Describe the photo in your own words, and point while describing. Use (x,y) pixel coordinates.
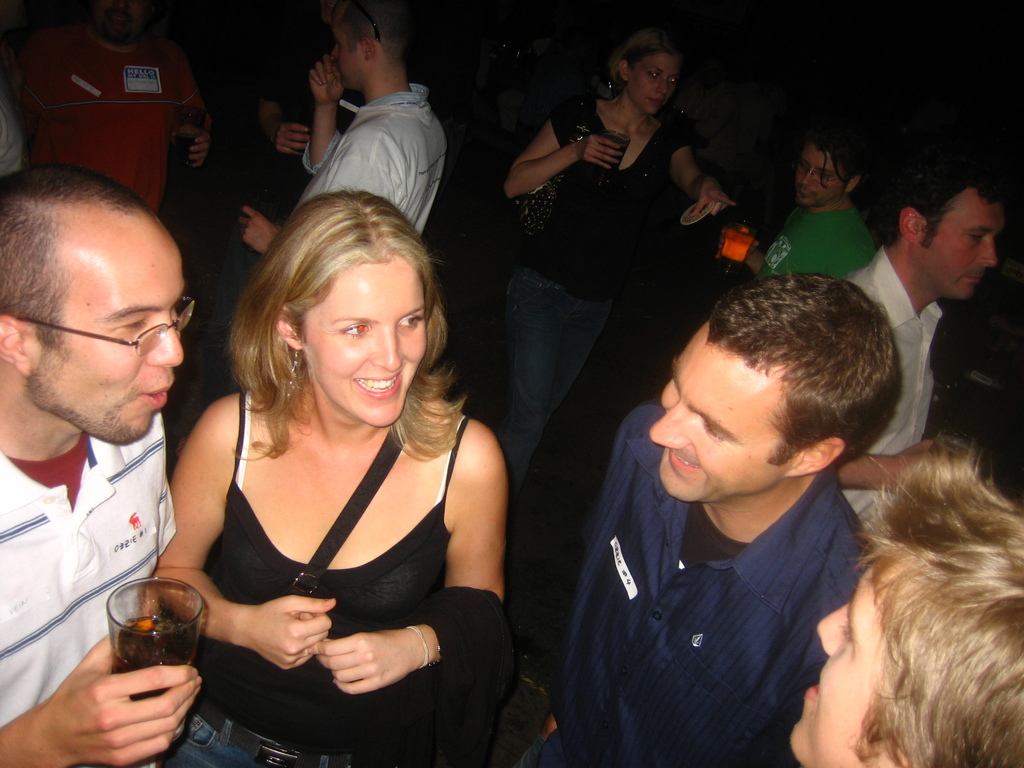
In this picture we can see a group of people (312,299) standing and some people (138,466) holding the glasses (161,648). Behind the people (397,235) there is the dark background (903,59).
